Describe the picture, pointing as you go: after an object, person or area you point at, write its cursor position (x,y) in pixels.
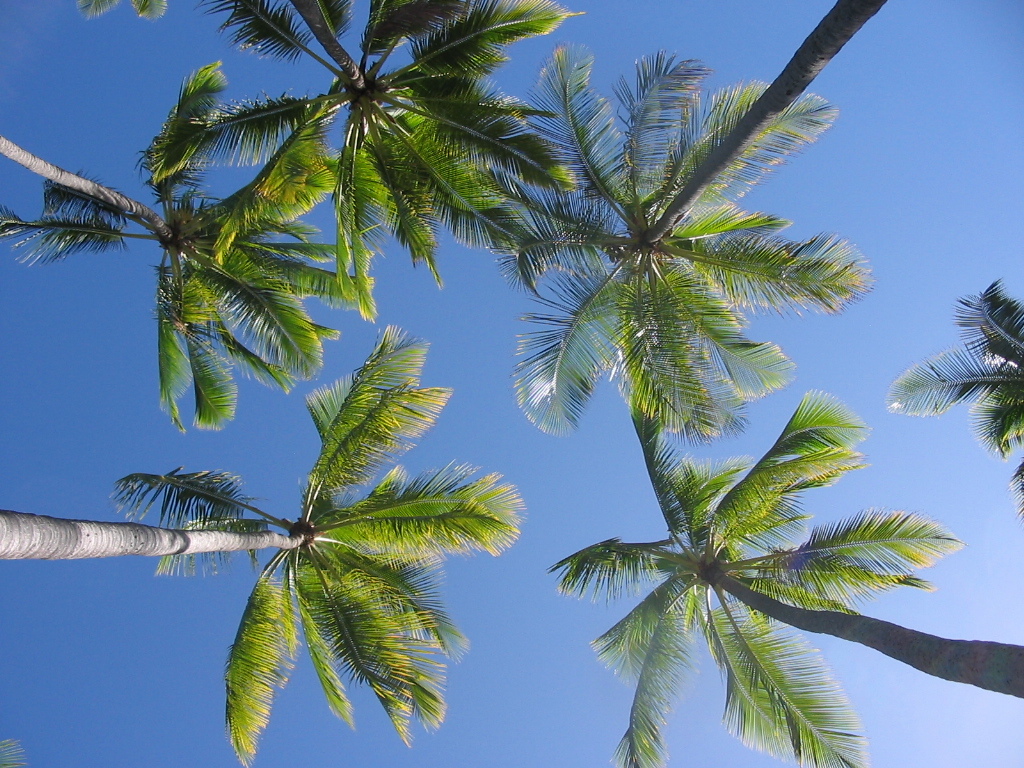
In this image we can see the trees (504,187) and there is the sky (528,462) in the background (538,448).
